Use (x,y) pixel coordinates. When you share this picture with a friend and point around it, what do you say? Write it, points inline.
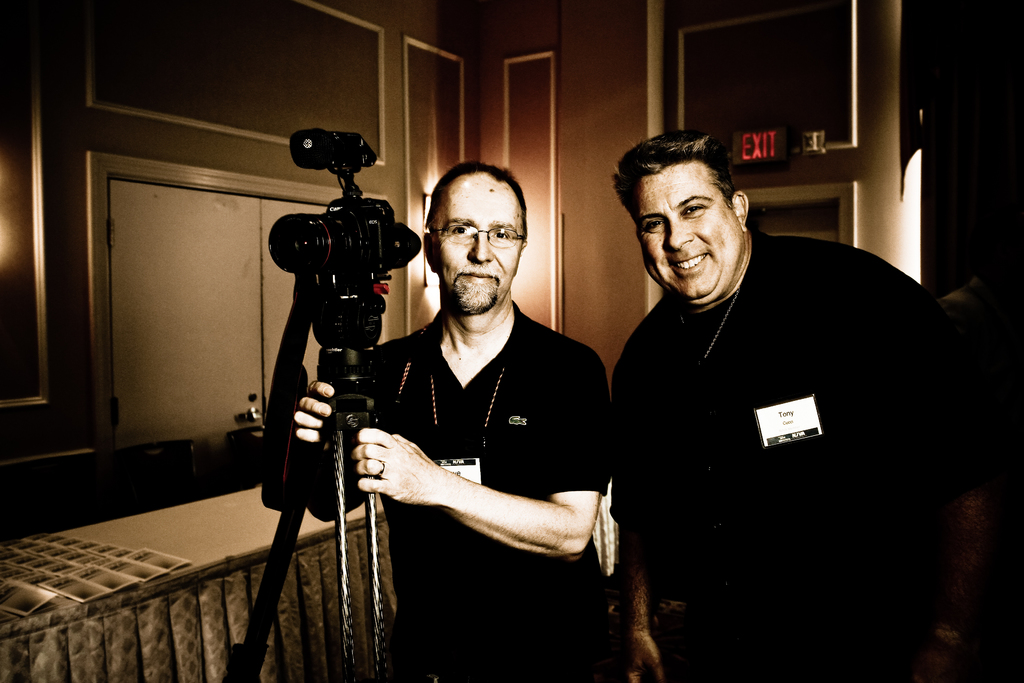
In this picture I can see a man (424,490) holding the camera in the middle (455,441), on the right side (847,609) there is another man (658,266), he is smiling, in the background (761,140) there is an exit board (746,142).
